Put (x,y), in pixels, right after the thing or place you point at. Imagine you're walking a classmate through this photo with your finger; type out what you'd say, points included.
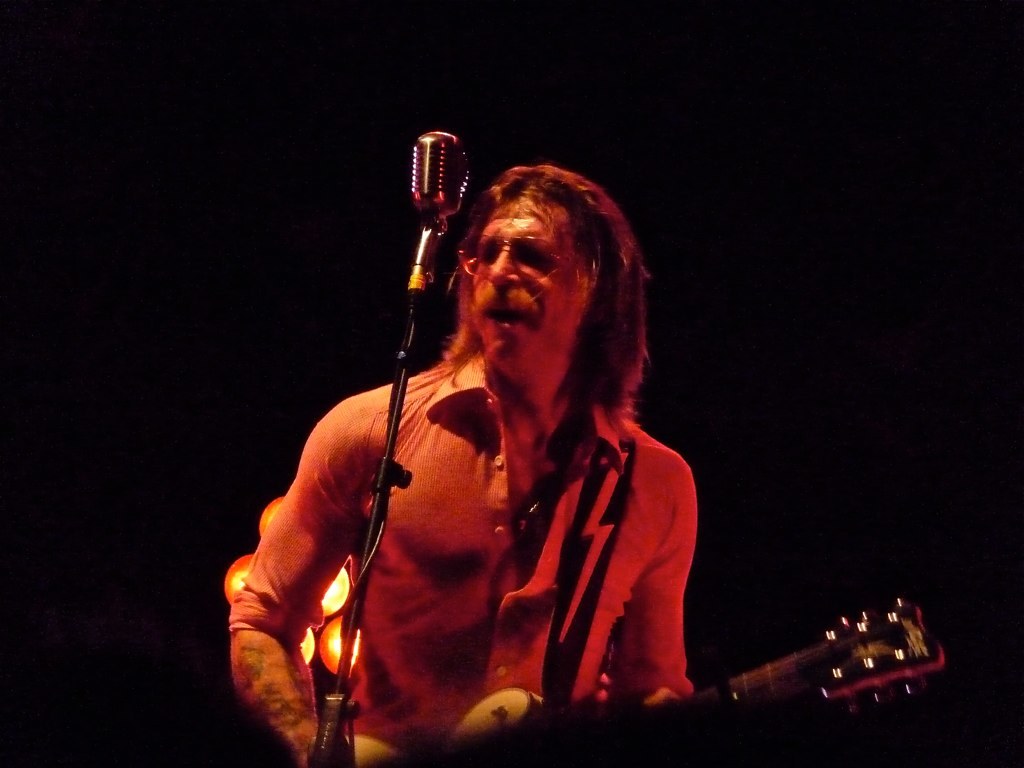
He is standing. He is holding guitar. He is singing a song we can see his mouth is open here. His wearing spectacle (529,251).
